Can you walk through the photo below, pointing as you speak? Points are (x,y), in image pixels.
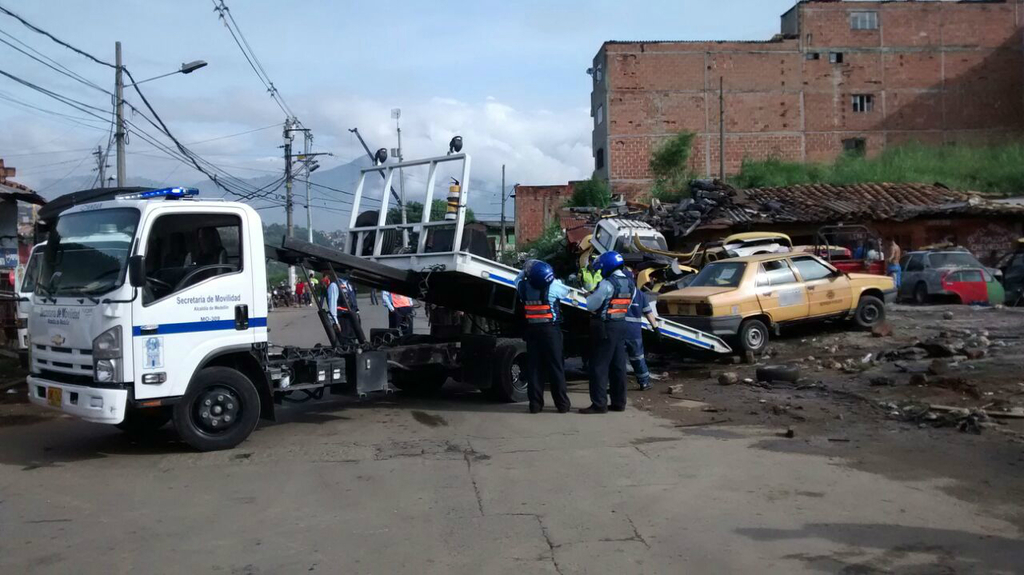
In the center of the image (633,291) we can see few vehicles (38,303), people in some costumes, in the background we can see some buildings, plants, poles (722,99) with wires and the sky (330,71) with clouds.
